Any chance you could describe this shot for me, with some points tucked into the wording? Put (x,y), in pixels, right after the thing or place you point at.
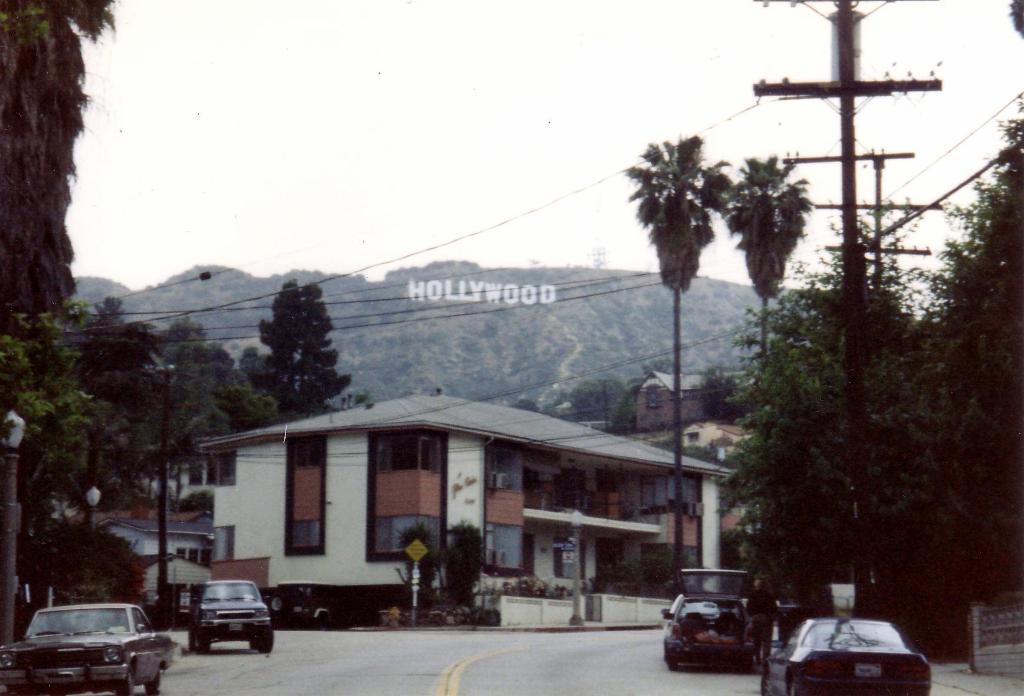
In this there are buildings (466,492) and trees (813,363). We can see poles (847,87) and there are wires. At the bottom (660,689) there is a road (288,656) and we can see cars (129,640) on the road (176,637). In the background (388,310) there are hills (433,273) and sky (499,211).
